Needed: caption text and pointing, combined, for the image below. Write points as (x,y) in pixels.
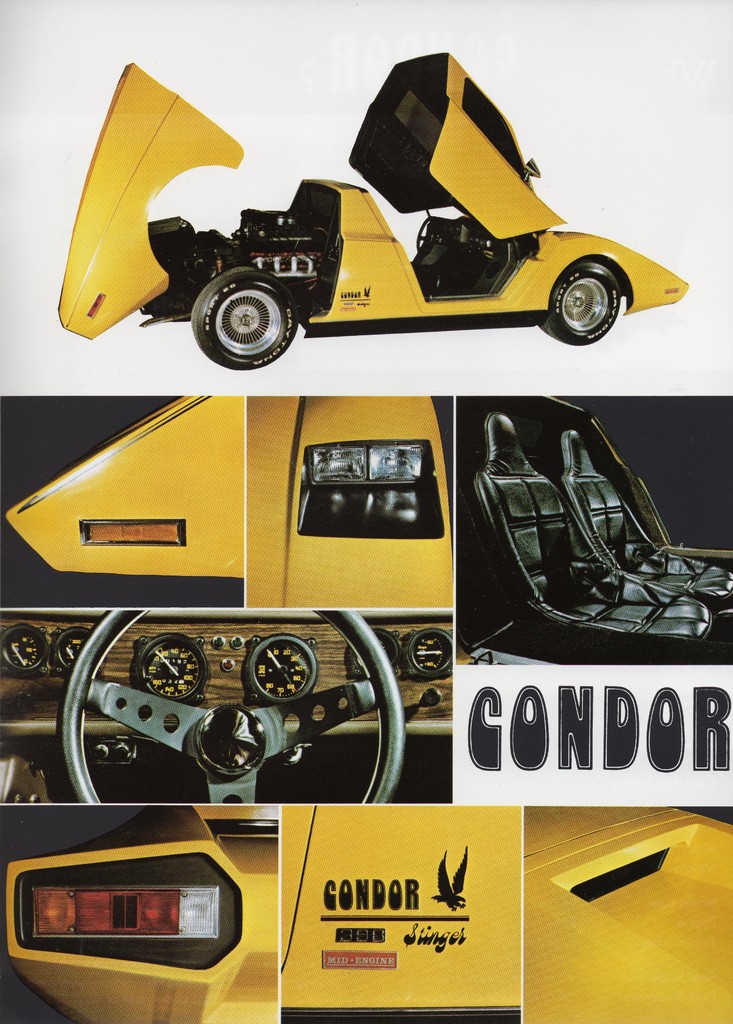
The picture is a collage of images. In this picture we can see the various parts (371,539) of a car (347,731). At the top (191,246) it is car (368,171).
